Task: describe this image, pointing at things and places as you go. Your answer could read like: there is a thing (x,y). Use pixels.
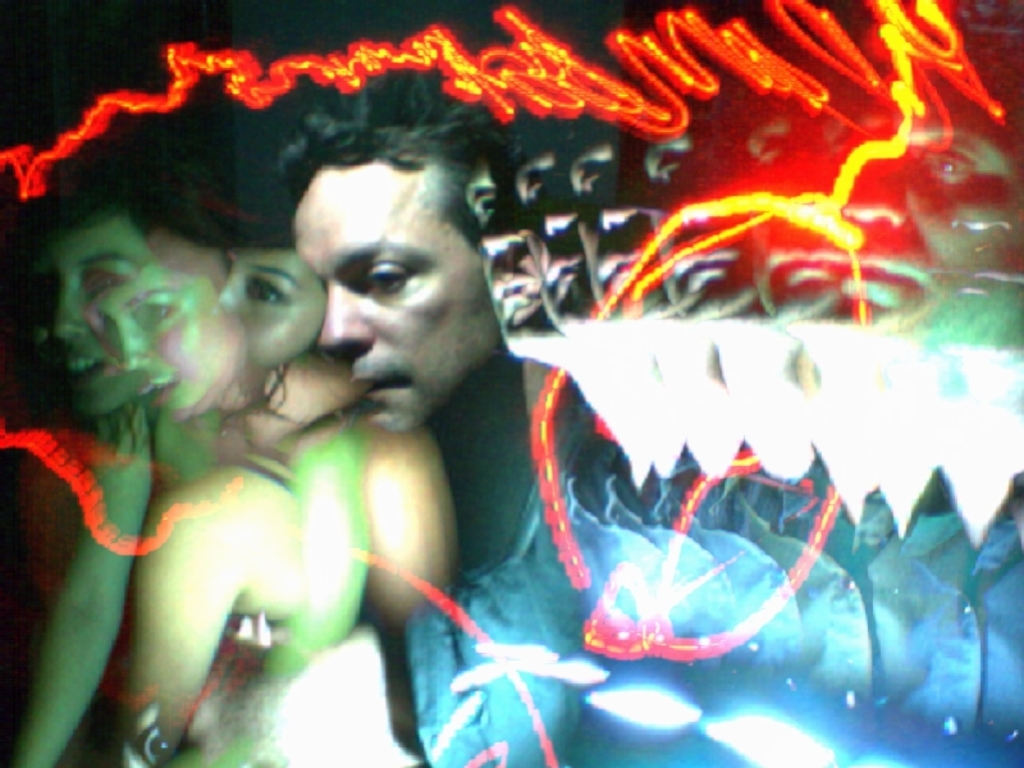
In this image I can see few faces (290,346) of people (186,242). I can also see red color thing (772,240) over here and I can see this image is little bit blurry.
